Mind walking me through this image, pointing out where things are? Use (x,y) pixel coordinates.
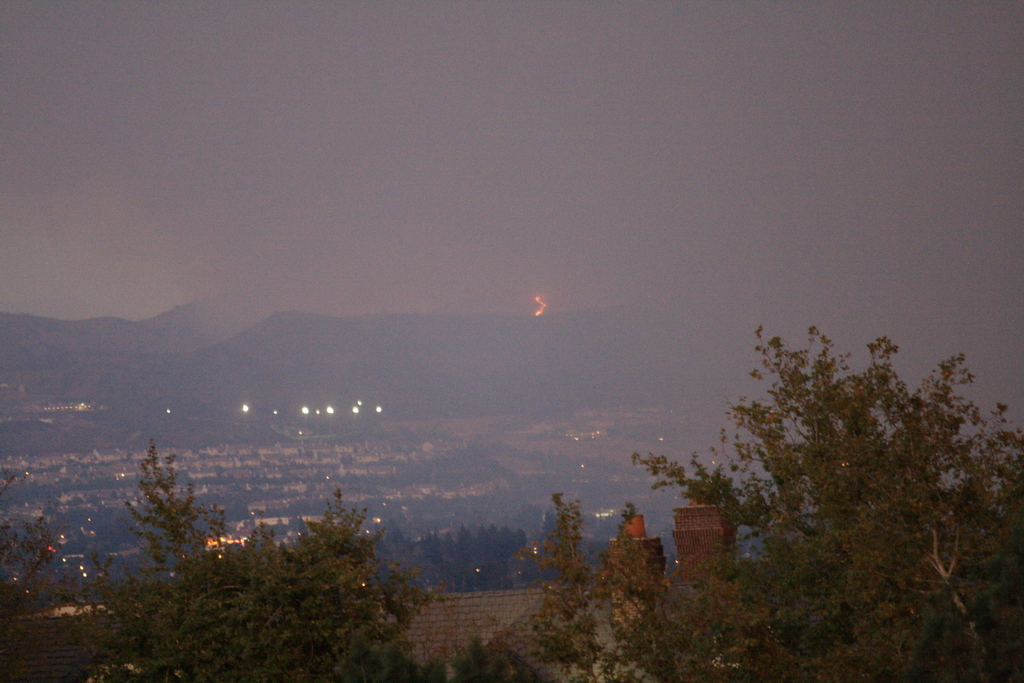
In the image in the center (363,410) we can see wall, trees (390,594), plants (477,650) and lights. In the background (480,158) we can see sky (723,162), clouds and hill (657,380).
